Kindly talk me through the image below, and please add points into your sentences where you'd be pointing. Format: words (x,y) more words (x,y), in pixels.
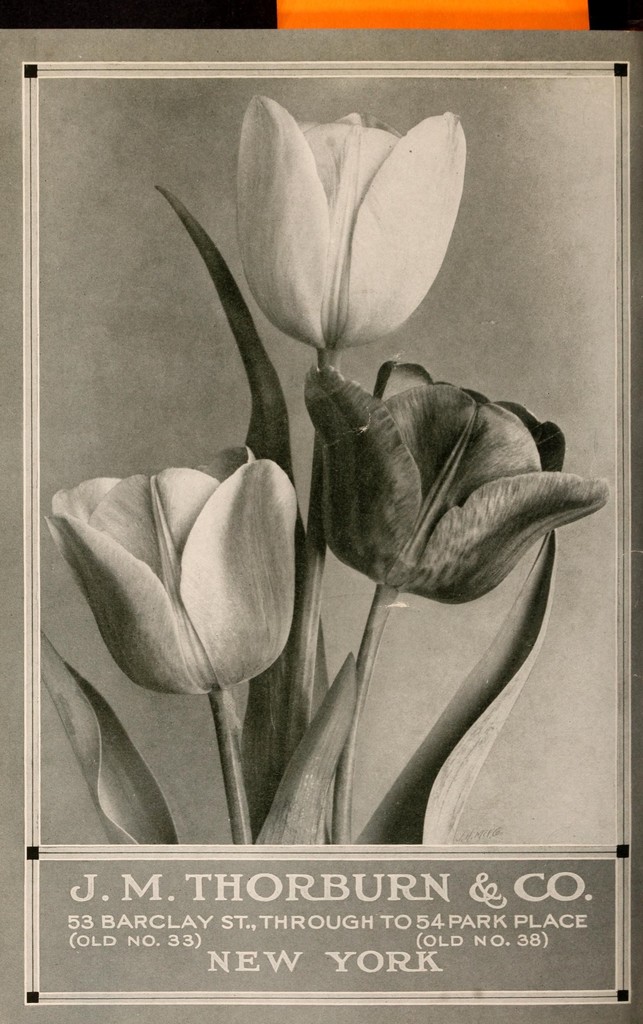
This is a black and white image as we can see there are some flowers (241,583) in the middle of this image (239,579) and there is some text (232,971) written in the bottom of this image (123,931).
